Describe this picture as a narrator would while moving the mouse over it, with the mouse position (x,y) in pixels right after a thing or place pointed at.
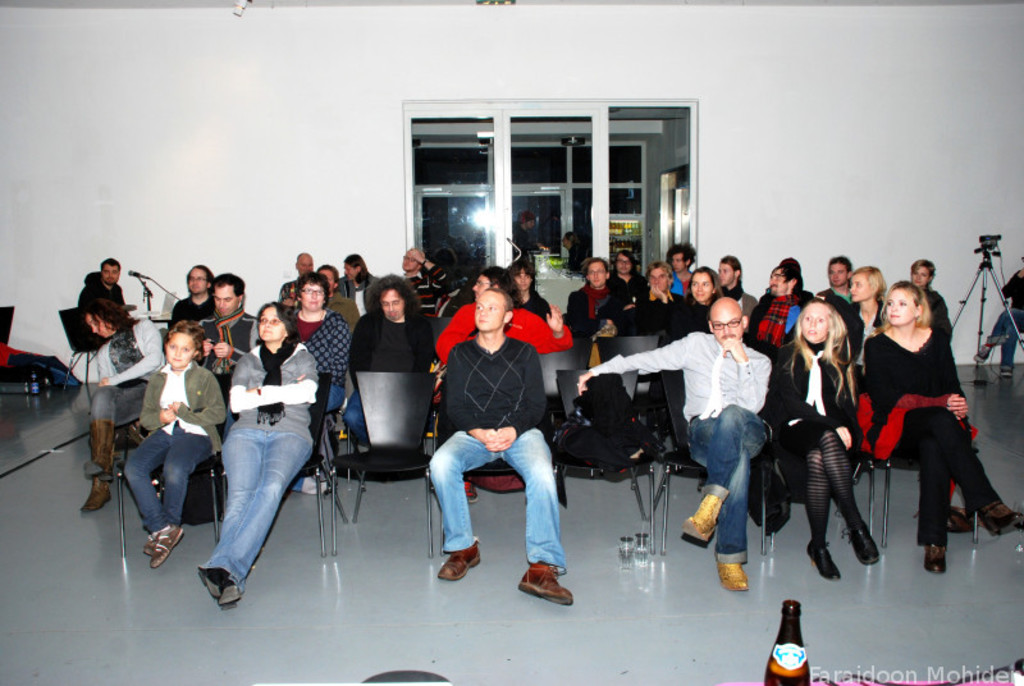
In this picture we can see a group of people (427,363) sitting on chairs (583,359) and in front of them we can see a bottle (786,679) and on the floor (87,485) we can see glasses (630,547), tripod stand (990,281) and some objects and in the background (339,36) we can see the wall (204,246), mic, some people (524,246), glass doors (555,151) and some objects (639,220).
